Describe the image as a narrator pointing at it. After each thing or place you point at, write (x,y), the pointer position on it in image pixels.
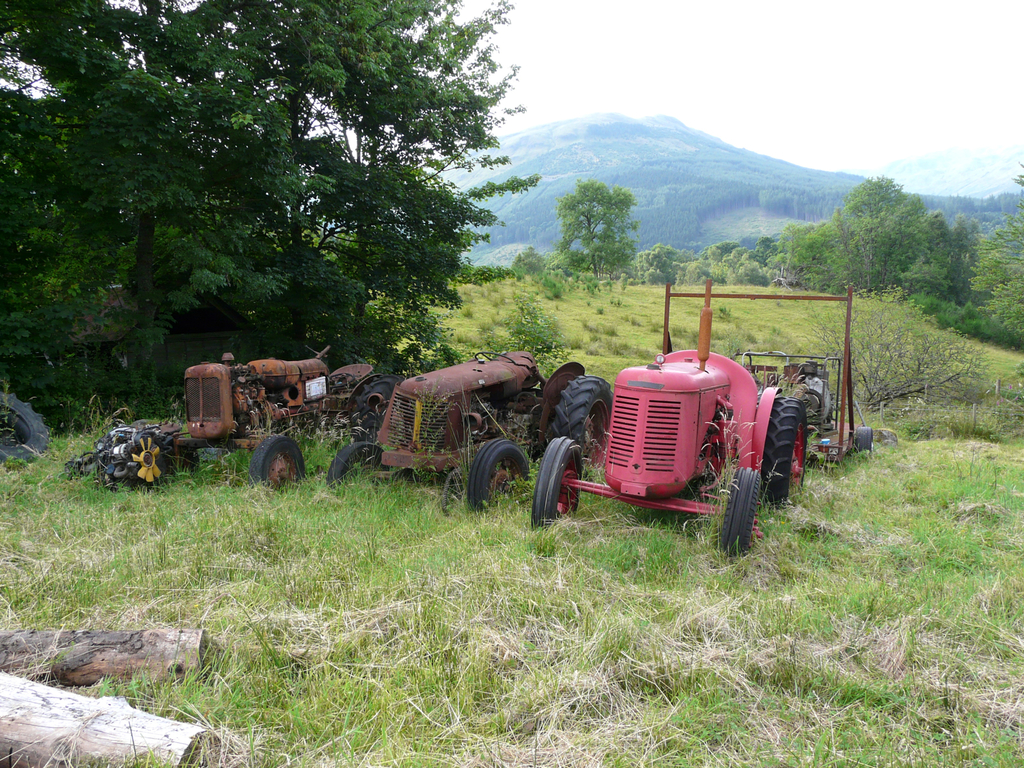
In this image there are three vehicles (539,401) visible on grass (35,593) and there are some trees (903,234) visible in the middle (401,339), the hill (585,133) and the sky (649,17) visible in the top right (863,140), in the bottom left (14,634) there are two wooden planks (98,660) visible.
